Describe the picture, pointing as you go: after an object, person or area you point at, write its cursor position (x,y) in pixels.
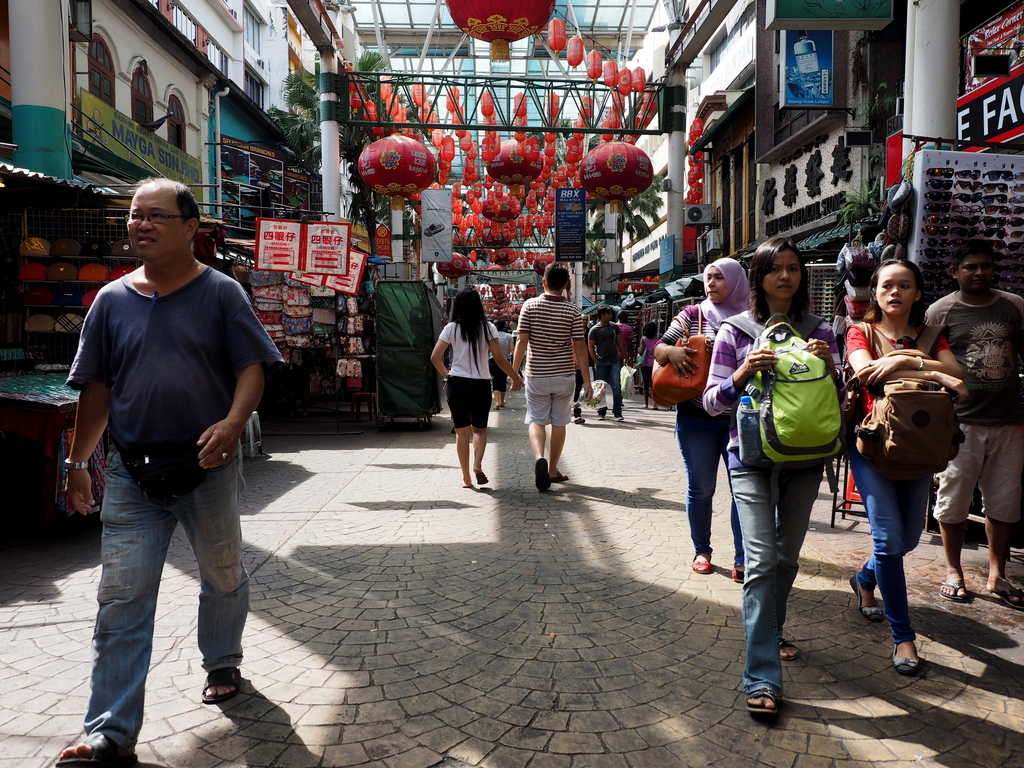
There are groups of people (501,369) walking. These are the lanterns (488,113), which are hanging to the roof (485,62). I can see the buildings (269,75). This looks like a pillar (935,90). These are the goggles (947,170), which are arranged in an order. This is a name board (151,152), which is attached to the wall (211,163). These are the shops (54,296). This looks like a market (435,508). I can see a tree (317,112).
